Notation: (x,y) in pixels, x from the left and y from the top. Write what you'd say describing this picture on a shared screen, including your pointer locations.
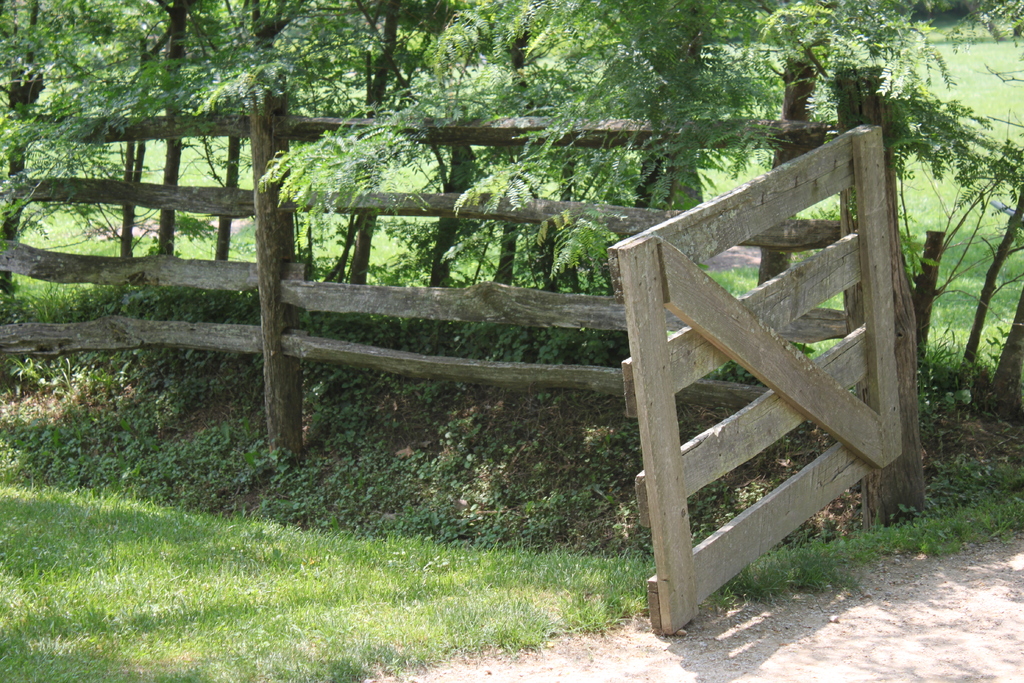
This picture is clicked outside. In the foreground (388,569) we can see the green grass (243,552) and plants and we can see the wooden fence (794,250) and wooden gate (785,218). In the background (1008,90) we can see the grass (962,59) and some other objects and we can see the trees (434,118).
